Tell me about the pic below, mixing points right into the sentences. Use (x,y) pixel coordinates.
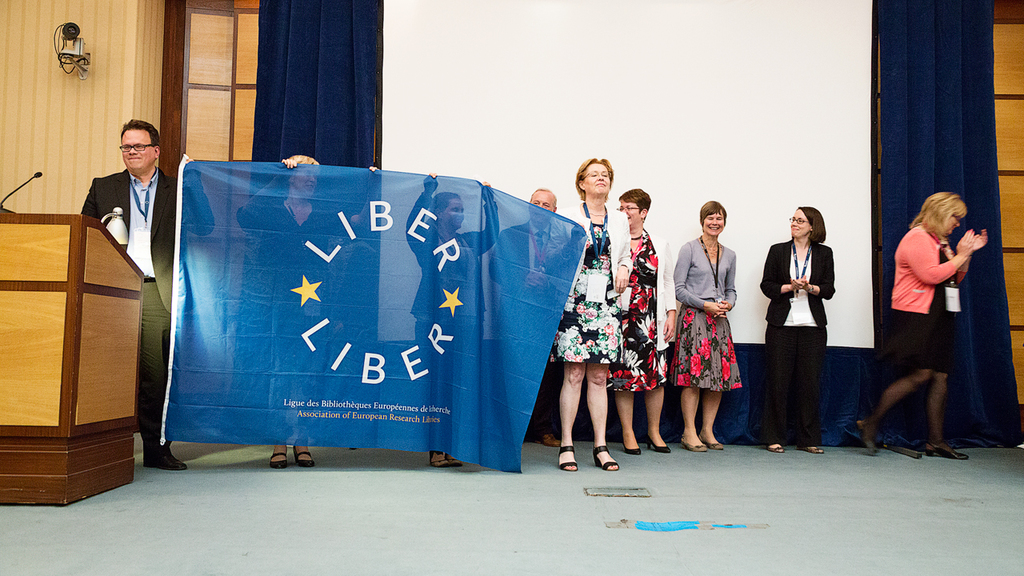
In this image we can see a group of people (655,348) standing on the surface (668,476), some people (430,295) are holding a flag (338,273) with some text (343,350) in their hands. On the left side of the image (119,227) we can see a microphone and a jug (110,218) on a podium (100,399), we can also see a CCTV camera (62,61) on the wall (84,85). At the top of the image (507,103) we can see a screen (514,74) and some curtains (962,45).
